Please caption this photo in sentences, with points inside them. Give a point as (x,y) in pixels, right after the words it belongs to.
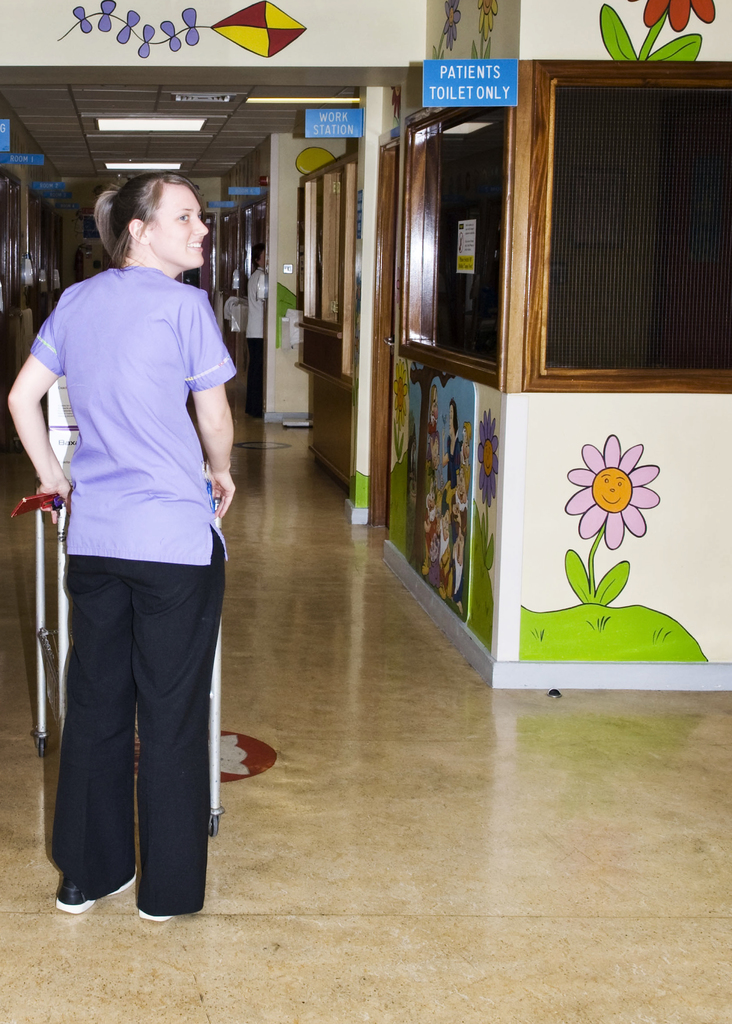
This image is taken indoors. At the bottom of the image (306,914) there is a floor (318,619). On the left side of the image (161,416) a woman (147,773) is standing on the floor (240,469) and she is holding a mobile phone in her hand (54,509). In the background (242,242) there are a few rooms (439,256) with walls (519,534), windows (452,313), doors (224,263), signboards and paintings (606,535). At the top of the image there is a ceiling (168,142) with lights (162,167).
